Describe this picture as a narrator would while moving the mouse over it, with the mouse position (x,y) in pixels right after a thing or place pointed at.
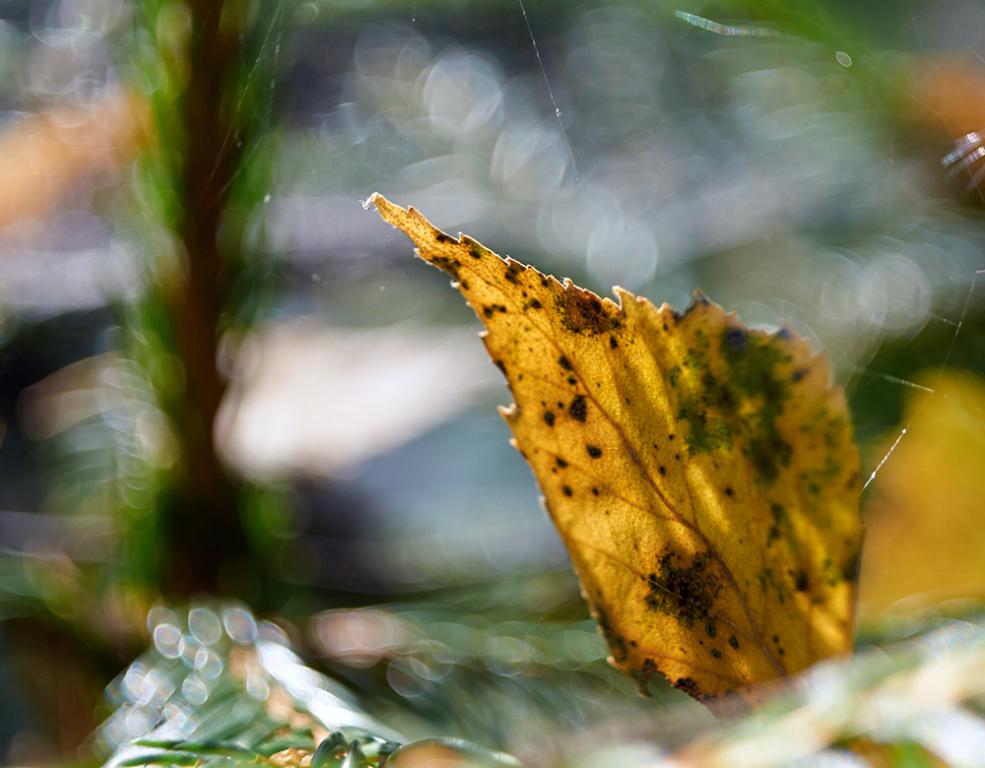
In the middle of the picture (546,304), we see a leaf (605,450) in yellow color. In the background (225,602), we see a plant (252,573) or a tree (202,444). It is blurred in the background (416,177).
